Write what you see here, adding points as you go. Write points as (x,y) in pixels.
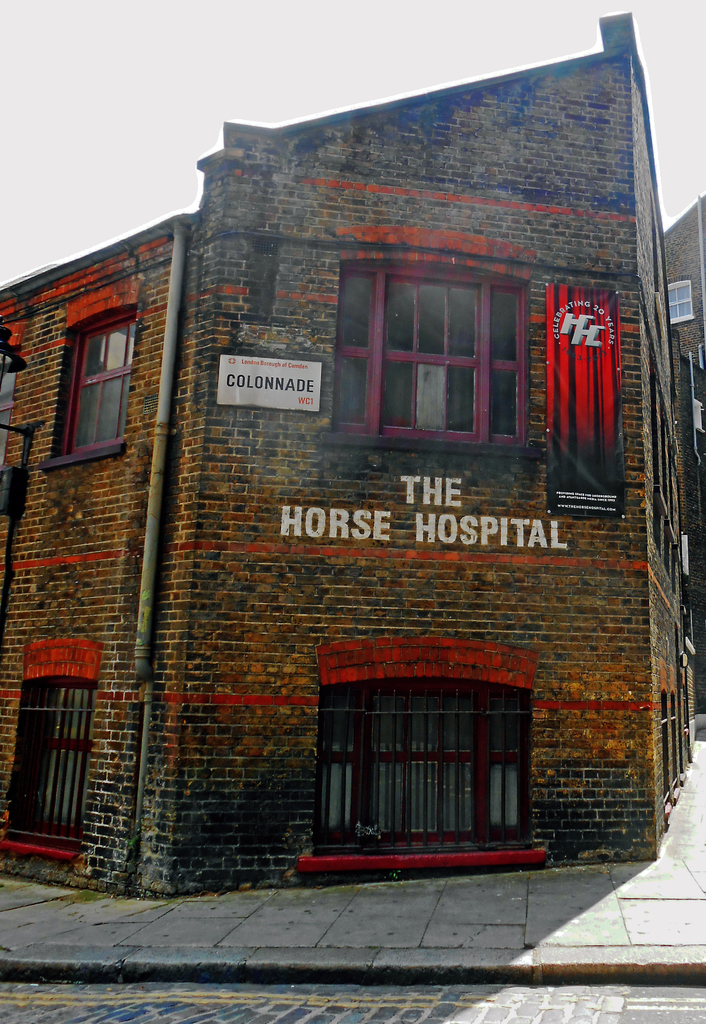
Here we can see a building (600,582). To this building (595,566) there are windows (377,391). Board (291,390), banner (598,372) and light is attached to the brick wall (308,520). Background there is a sky (114,115).
